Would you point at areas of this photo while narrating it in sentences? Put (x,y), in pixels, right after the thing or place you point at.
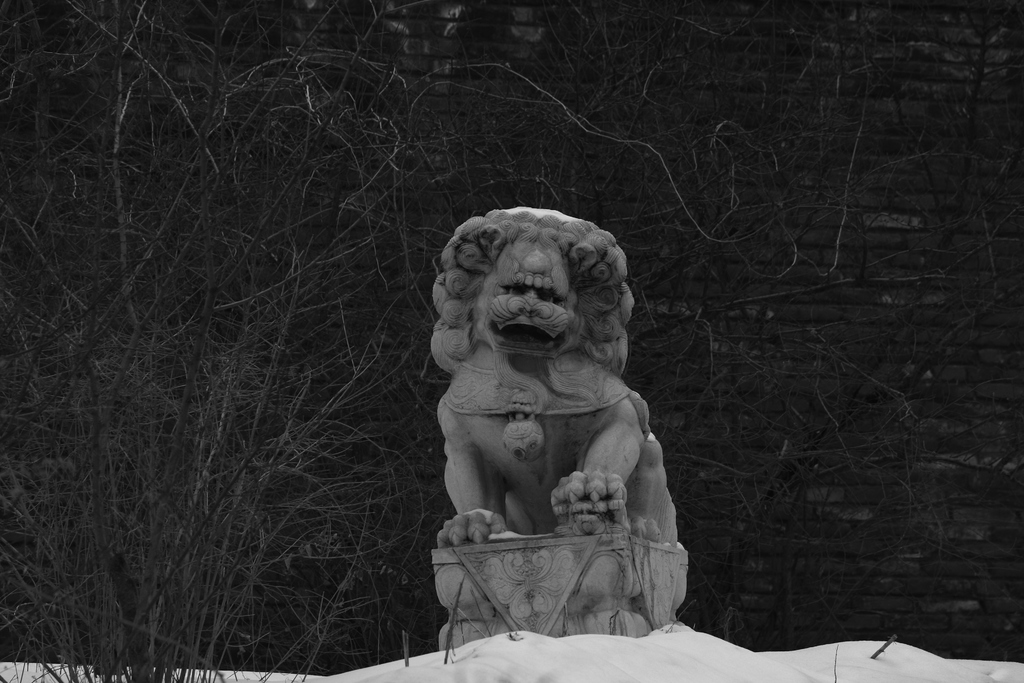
In the middle of the picture (514,313), we see the statue (568,399) in the shape of the lion (473,380). Behind that, there are trees (254,330). In the background (727,268), we see a wall (813,429) which is made up of bricks (815,400). At the bottom (709,656), we see the ice (564,644).
